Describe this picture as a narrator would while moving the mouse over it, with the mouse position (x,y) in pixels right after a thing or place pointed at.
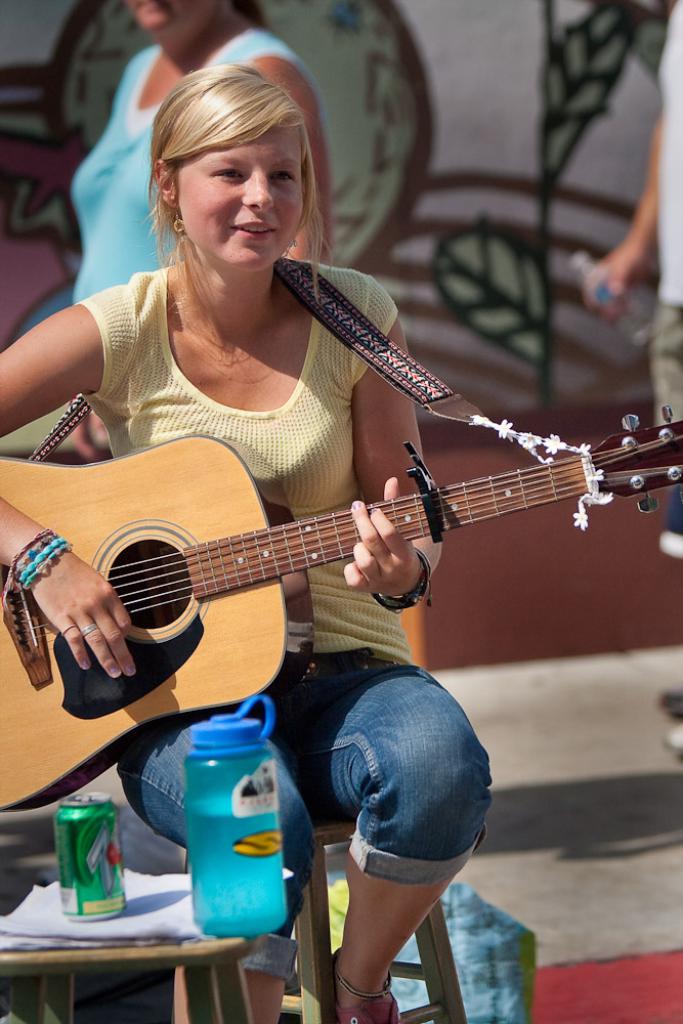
This person (364,784) sitting on the stool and playing guitar (209,473). We can see bottle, tin (79,858), papers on the table (20,1020). On the background (374,67) we can see persons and wall (483,124).
